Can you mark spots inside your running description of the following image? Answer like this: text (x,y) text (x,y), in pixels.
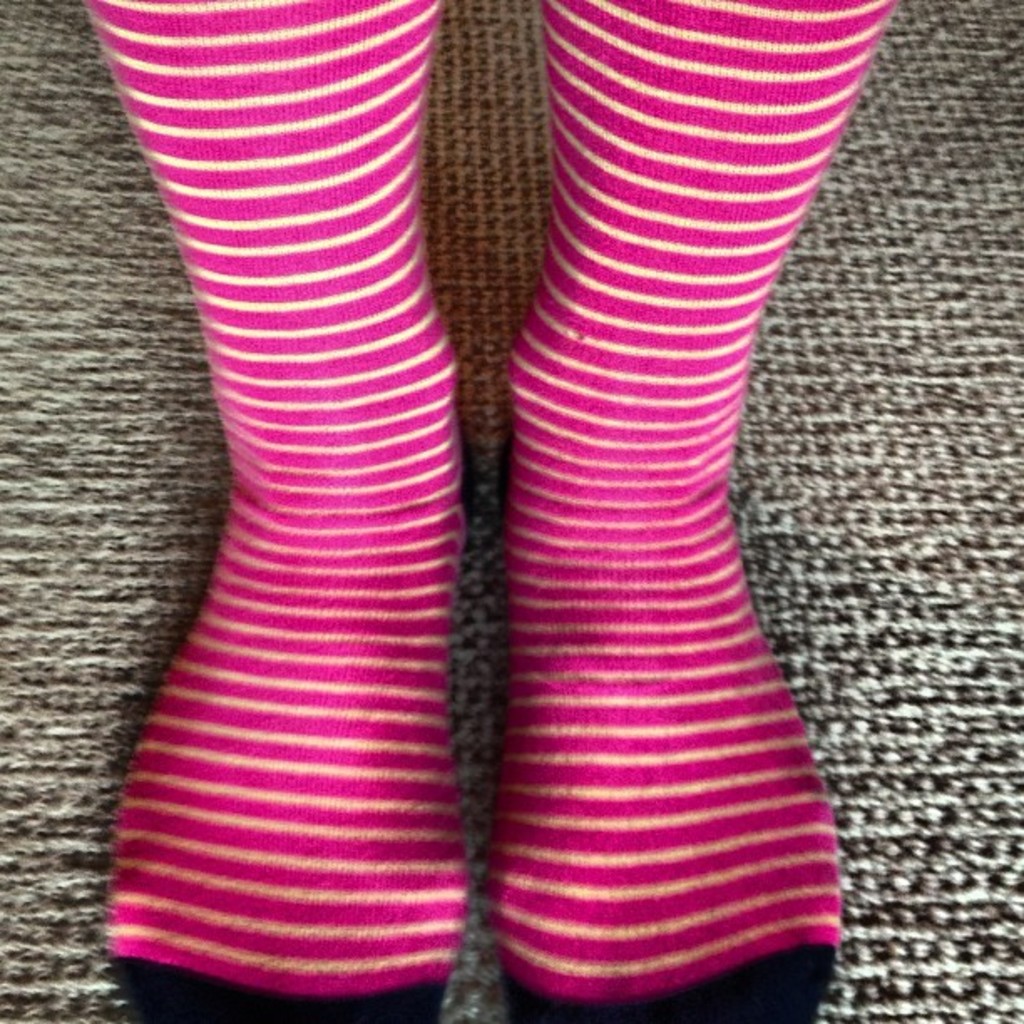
In this image there is a mat (981,222), on that mat (818,501) there are legs (252,351) wearing socks (599,334).
